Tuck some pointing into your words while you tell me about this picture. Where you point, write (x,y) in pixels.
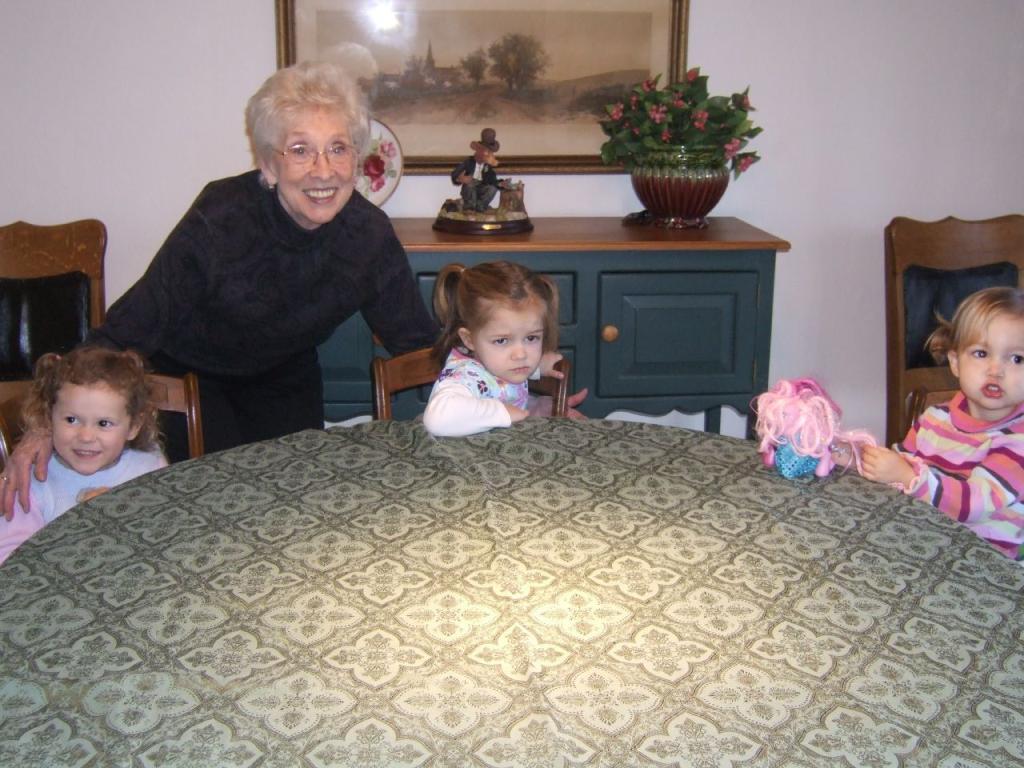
in this image on the right (959,405) there is one girl (985,396) is sitting and in the middle (528,370) the other girl (519,375) is sitting on the chair (414,380) on the left side (77,420) another girl (100,392) is sitting on the chair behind the two girls (113,424) one old woman (214,303) is standing on the floor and behind the children (91,380) and woman (288,308) there is some photo (512,79) is hanging on the wall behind the woman (373,253) there a table (589,237) is also there on the table (675,230) there is some flower vase (682,163), statue (474,190) and show piece (395,180) is also there.
